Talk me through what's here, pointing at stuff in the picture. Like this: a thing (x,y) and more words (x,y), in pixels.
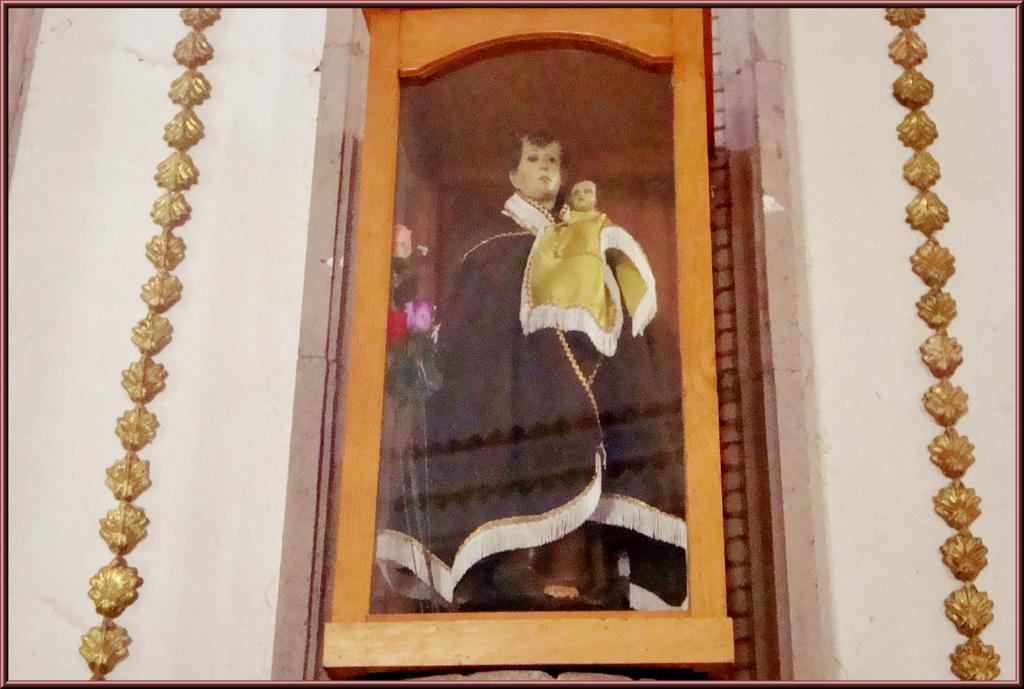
In this image we can see a statue (544,544) of a person (476,570) holding a baby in a box (372,439). We can also see a wall (202,579).
